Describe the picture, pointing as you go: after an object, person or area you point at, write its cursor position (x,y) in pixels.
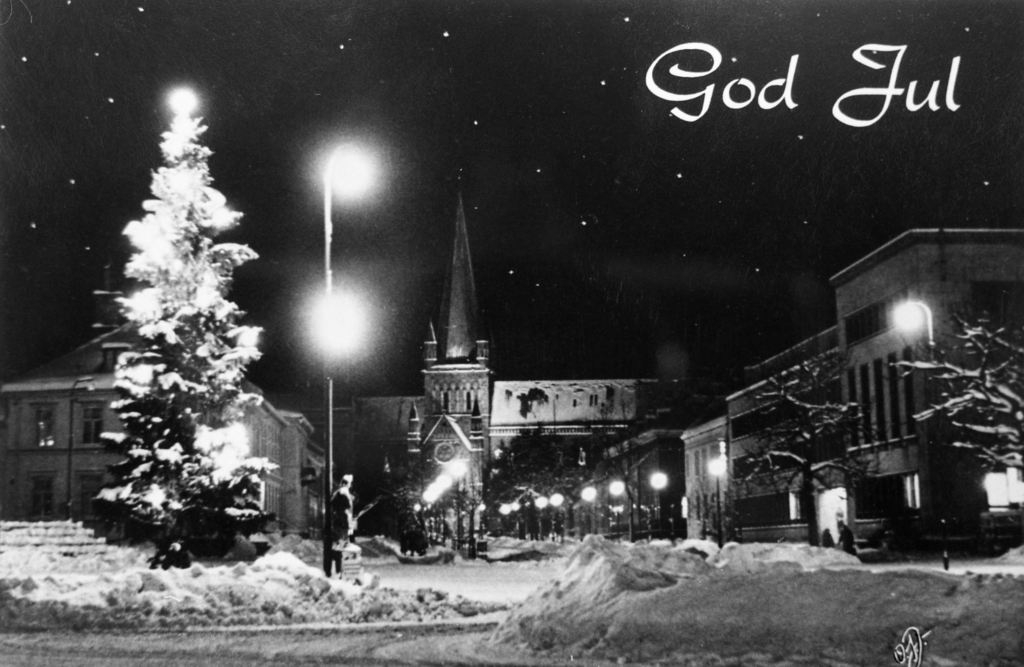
In this picture there are buildings (485,442) and trees (529,437) which are covered with snow (497,424) and there is something written in right top corner (790,79).
